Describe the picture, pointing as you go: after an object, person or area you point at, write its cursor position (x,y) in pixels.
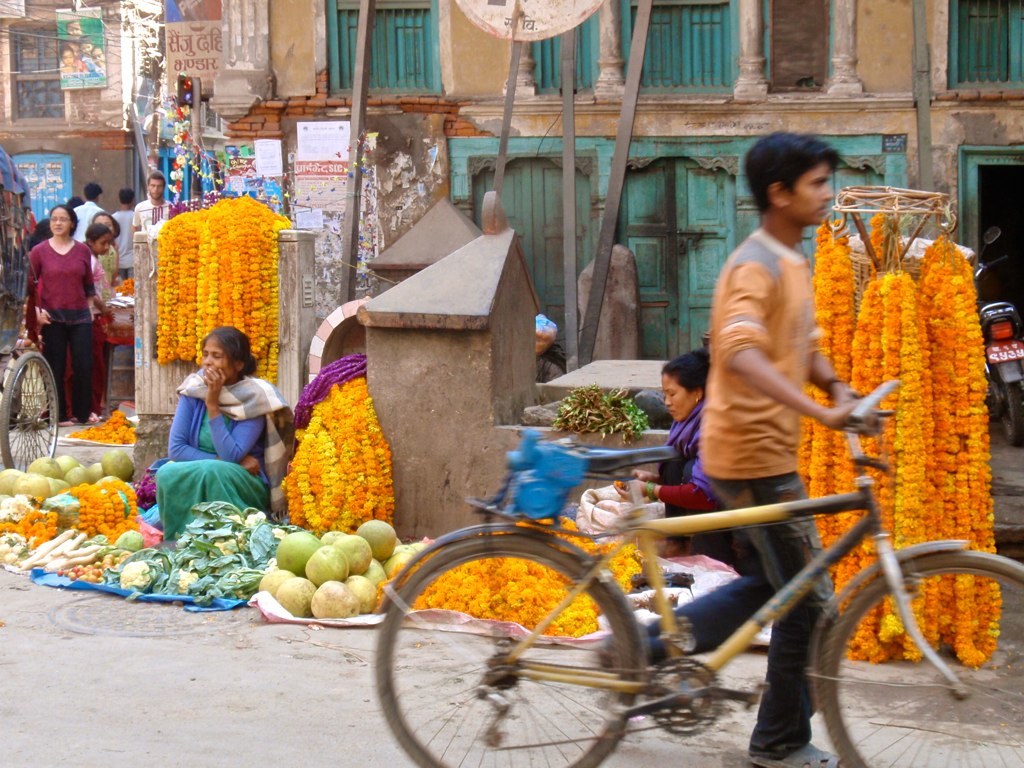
In this image, we can see few people (791,205). Few are standing, sitting and walking. Here we can see a person (785,357) is holding a bicycle (848,431) and walking on the road (294,712). In the middle of the image (580,505) we can see few objects (63,550), flower garlands (102,531), pillars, poles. Background (892,161) there is a house (651,244), doors (591,167), windows (340,51), walls (328,286), poster (310,136), wheel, vehicle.
